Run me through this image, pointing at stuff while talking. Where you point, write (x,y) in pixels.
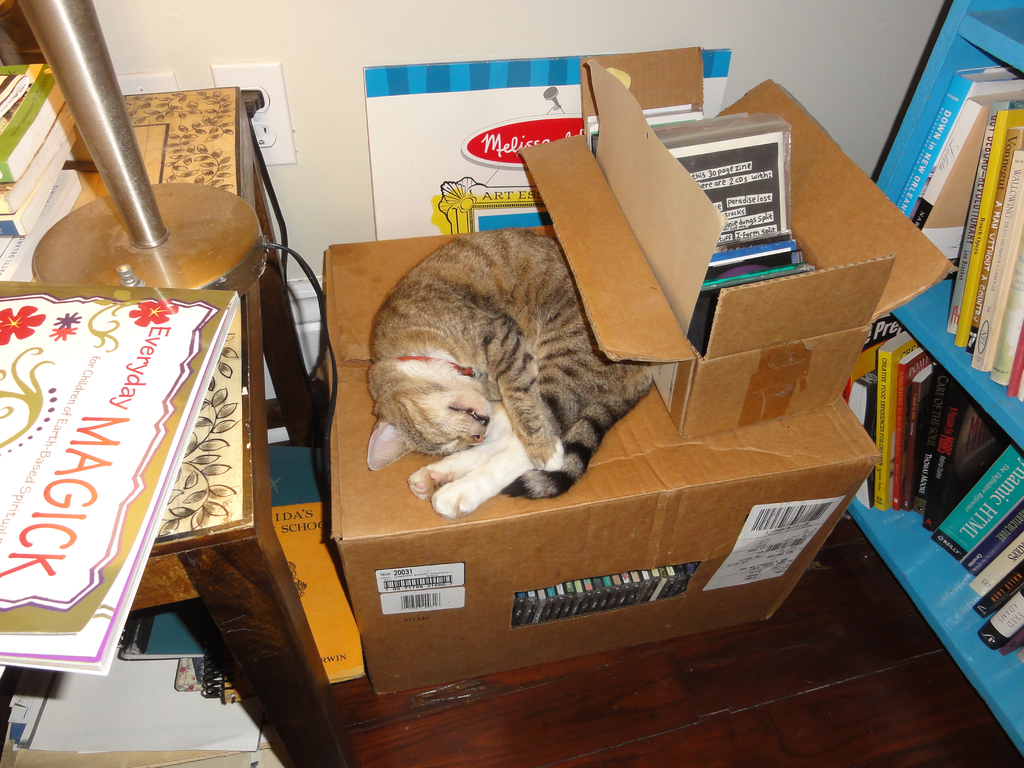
In this image there is a cat (475,401) sleeping on the cardboard box (581,484). On the left side (280,298) there is a table (241,367) on which there are books (76,341) and a metal stand (87,114). On the right side (989,91) there are racks (941,59) on which there are books (1022,168). Beside the cat (549,355) there is a box (753,344) in which there are books (715,199). In the background (329,68) there is a wall (343,79) to which there is a switch board (271,135).
